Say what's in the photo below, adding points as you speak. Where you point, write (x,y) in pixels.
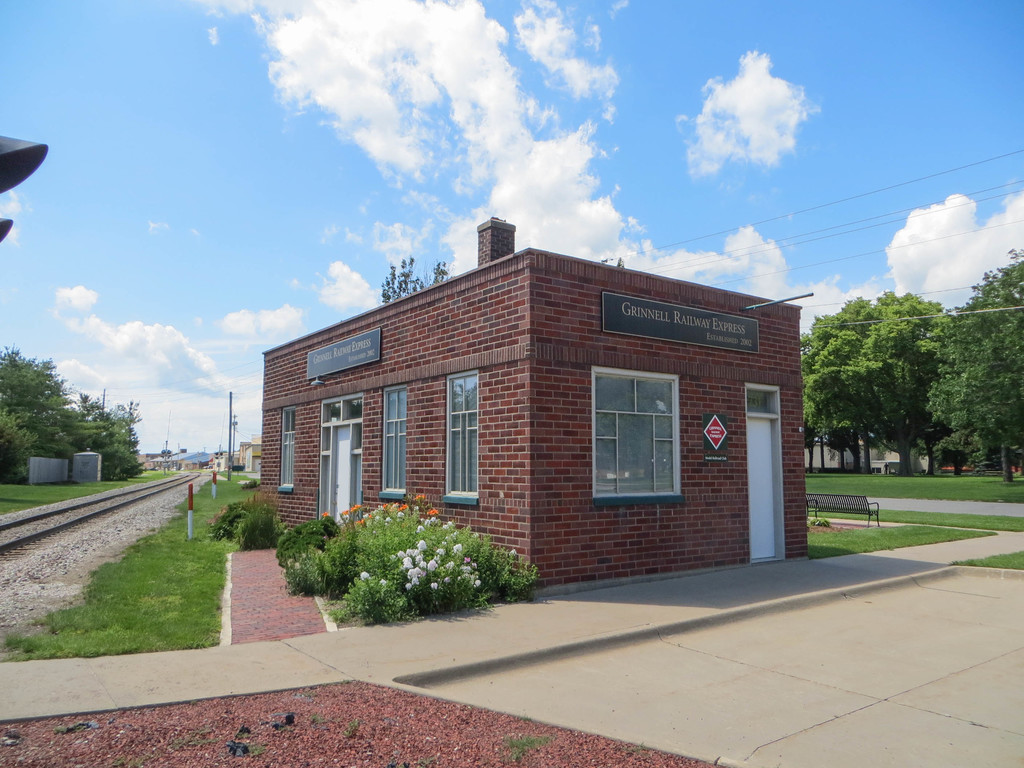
In this image there is a house (584,328) having few name boards (638,305) attached to the wall (512,325) having doors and windows (454,416). Before it there are few plants (366,555) having flowers (404,552). Left side (6,542) there is a rail track (32,524). Background (34,447) there are few trees (76,450) and buildings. Top of the image (294,116) there is sky (427,118). Left top there is a traffic light (24,151). Right side (812,507) there is a bench (837,509) on the grassland (828,480).
